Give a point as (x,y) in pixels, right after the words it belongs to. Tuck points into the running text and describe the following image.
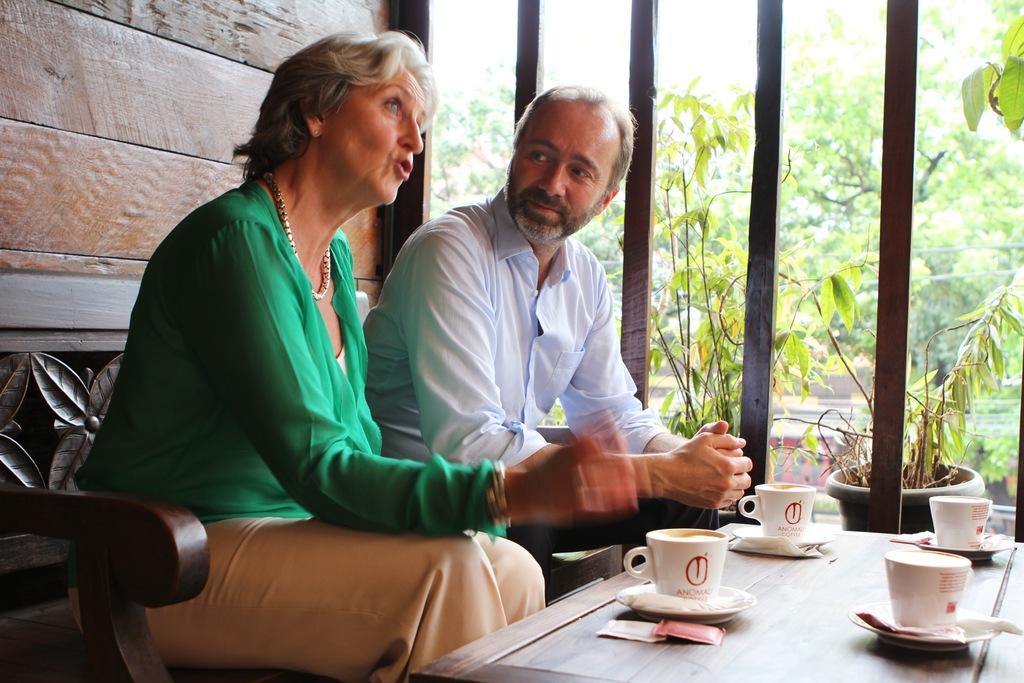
In this picture two people (167,443) are sitting at a brown table (790,592) and there are coffee cups (690,567) placed on top of the table (790,609), in the background (98,142) we observe a brown color wall (132,123). There are even small plants (701,260) to the right side of the image (781,219).
